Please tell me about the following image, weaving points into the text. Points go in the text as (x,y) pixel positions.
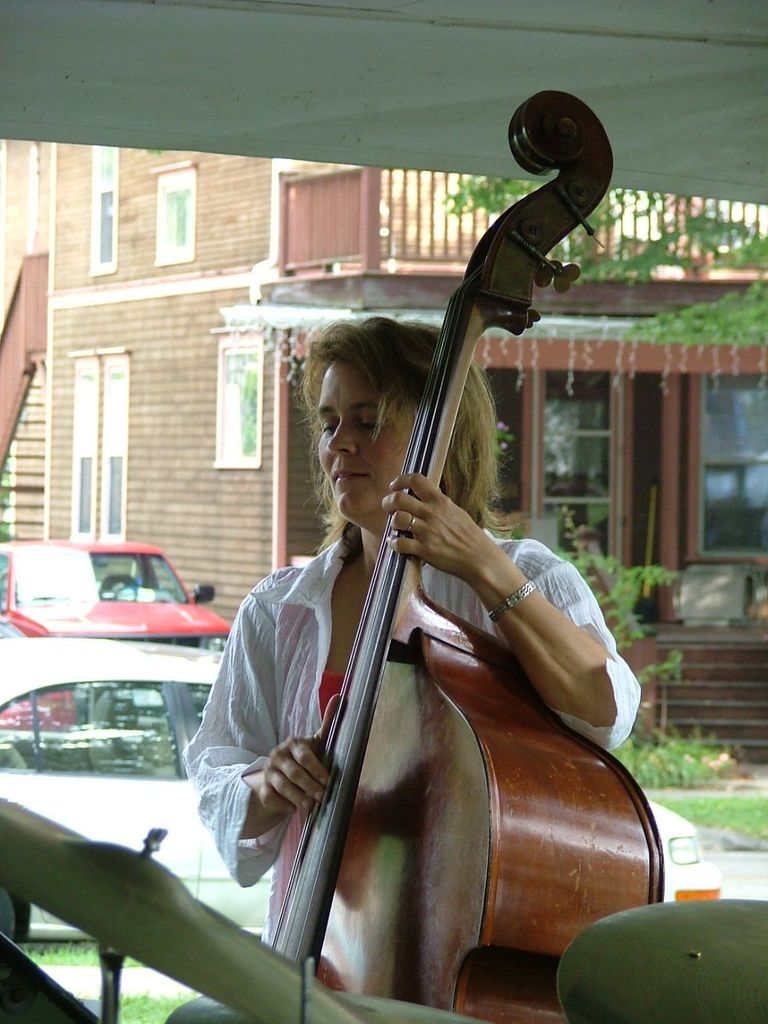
In this image we can see a lady (270,936) holding a musical instrument (442,634). In the background of the image (210,199) there is building (97,435) with windows (180,194). There are cars (65,708).
